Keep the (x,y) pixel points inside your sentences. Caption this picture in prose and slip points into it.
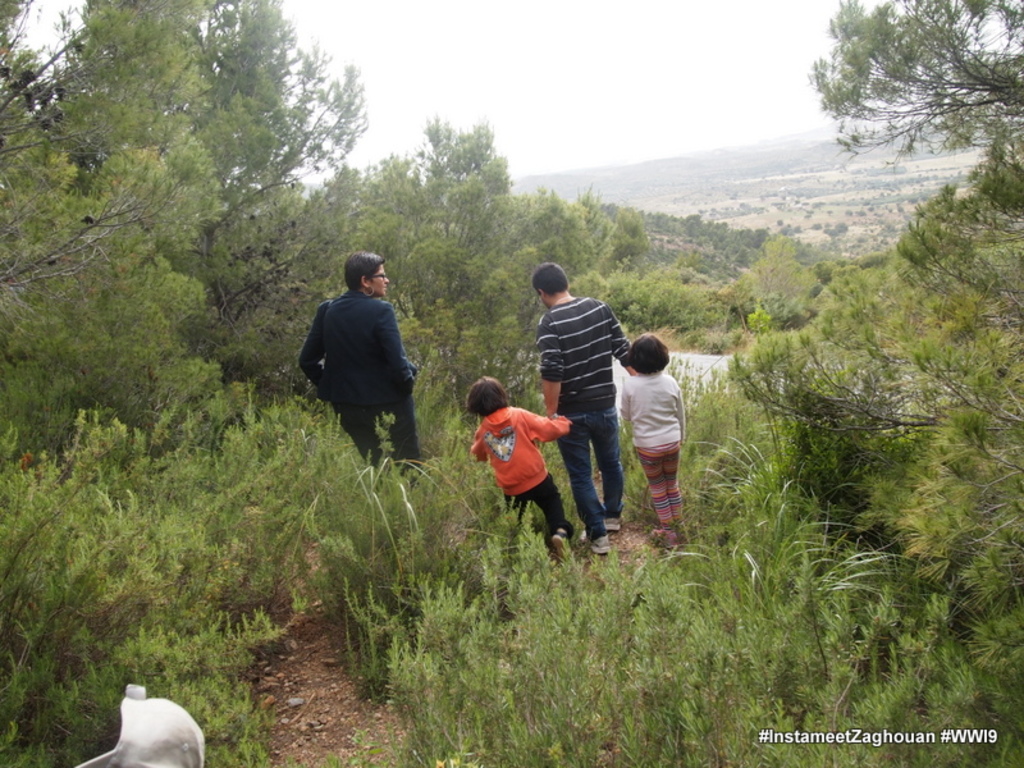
In this picture there are two persons (581,397) and kids (485,444) standing and there are few trees (559,261) and plants (740,441) around them and there are trees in the background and there is something written in the right bottom corner (909,736).
